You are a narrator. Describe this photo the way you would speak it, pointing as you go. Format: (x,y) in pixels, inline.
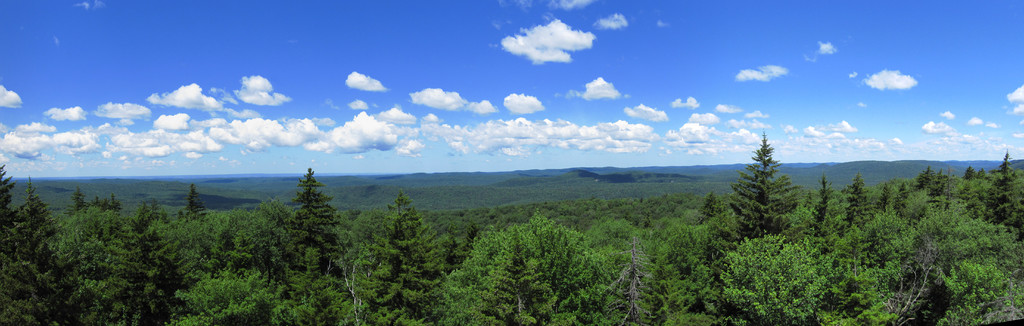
In this image there is the sky (413,82) towards the top of the image (888,85), there are clouds (598,87) in the sky (567,88), there are trees (571,221) towards the bottom of the image (491,221).
